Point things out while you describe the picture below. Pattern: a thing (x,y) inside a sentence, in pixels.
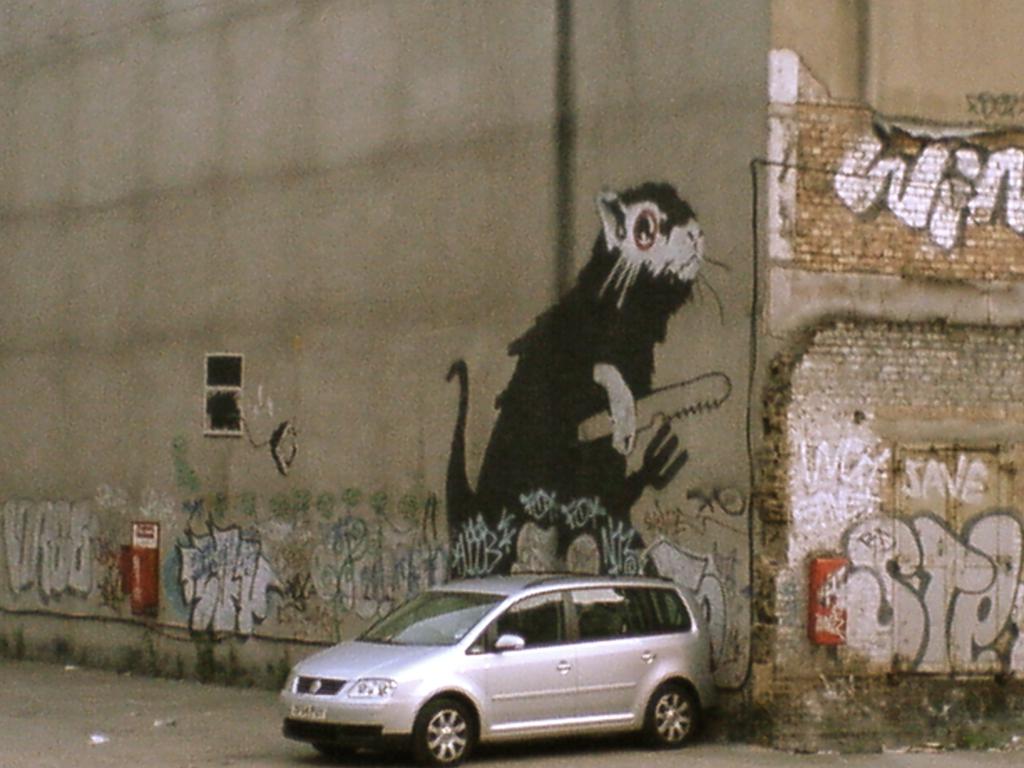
To the middle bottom of the image (459,632) there is a silver car (534,625) with doors (567,622), windows (579,638) and mirrors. Behind the car (340,709) there is a wall (367,232) with graffiti (583,365). To the right side of the image (815,286) there is a brick wall (923,489) with graffiti (951,473) on it.
